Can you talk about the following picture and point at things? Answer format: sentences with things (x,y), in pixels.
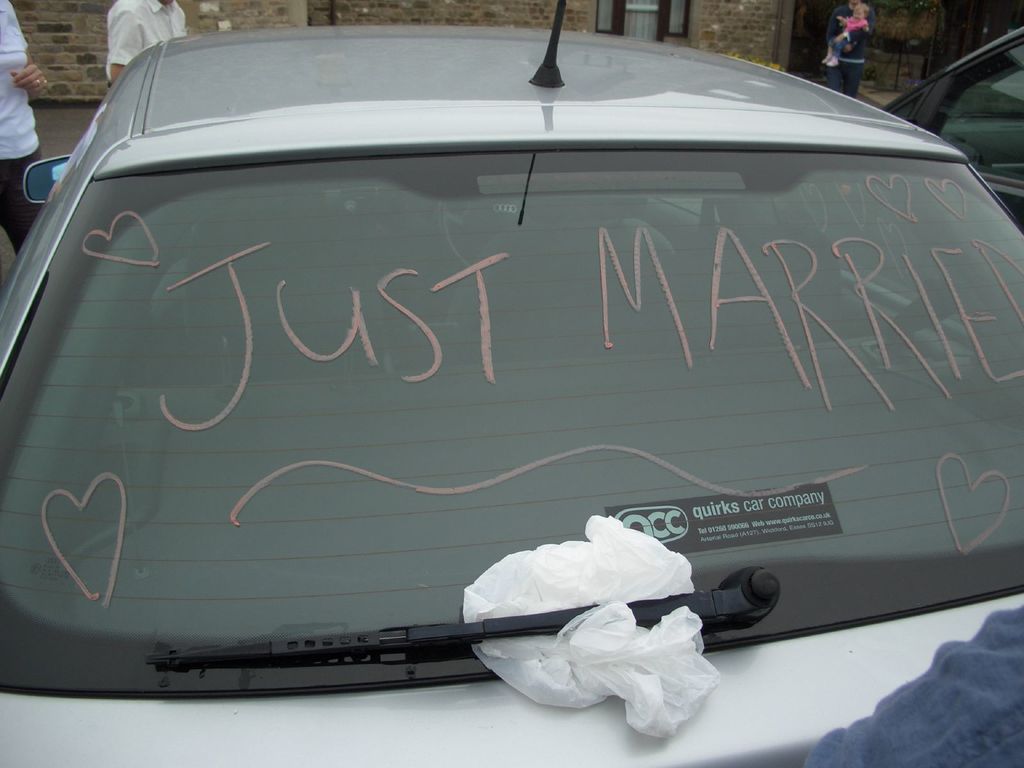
Here we can see vehicles (658,98), wall (718,44) and people (8,149). This person (857,56) is carrying a baby (866,18). On this car (614,392) there is a sticker (713,516).
